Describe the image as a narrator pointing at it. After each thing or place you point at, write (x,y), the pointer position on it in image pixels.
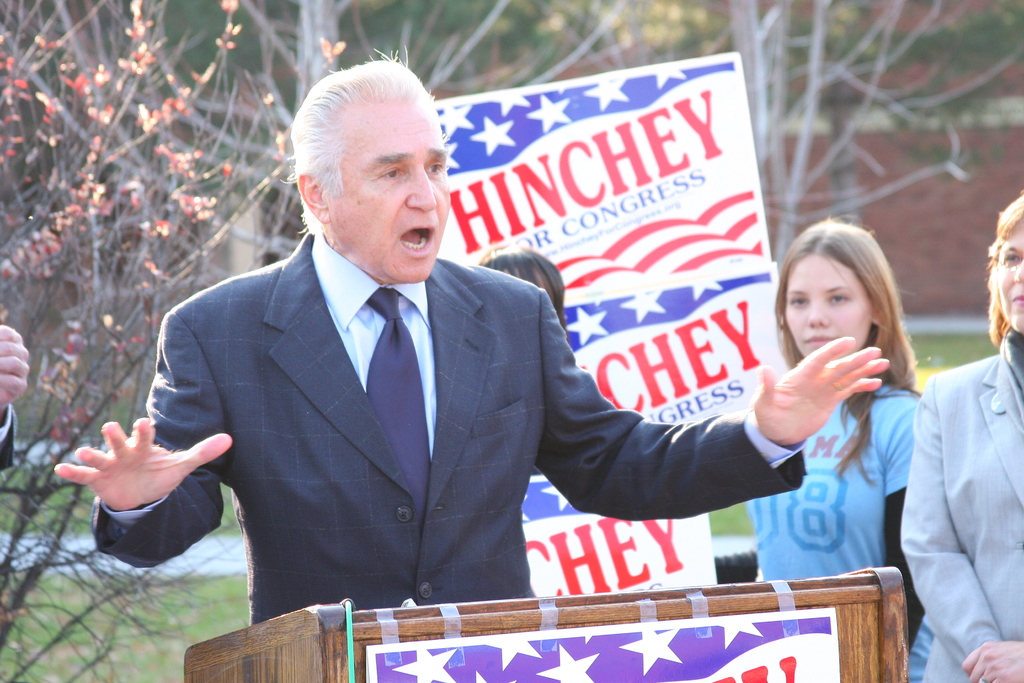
In this image I can see a person (361,504) standing in front of the podium (587,608). I can see few people (1014,474), trees (493,34), boards (647,121) and a wall (981,226).
